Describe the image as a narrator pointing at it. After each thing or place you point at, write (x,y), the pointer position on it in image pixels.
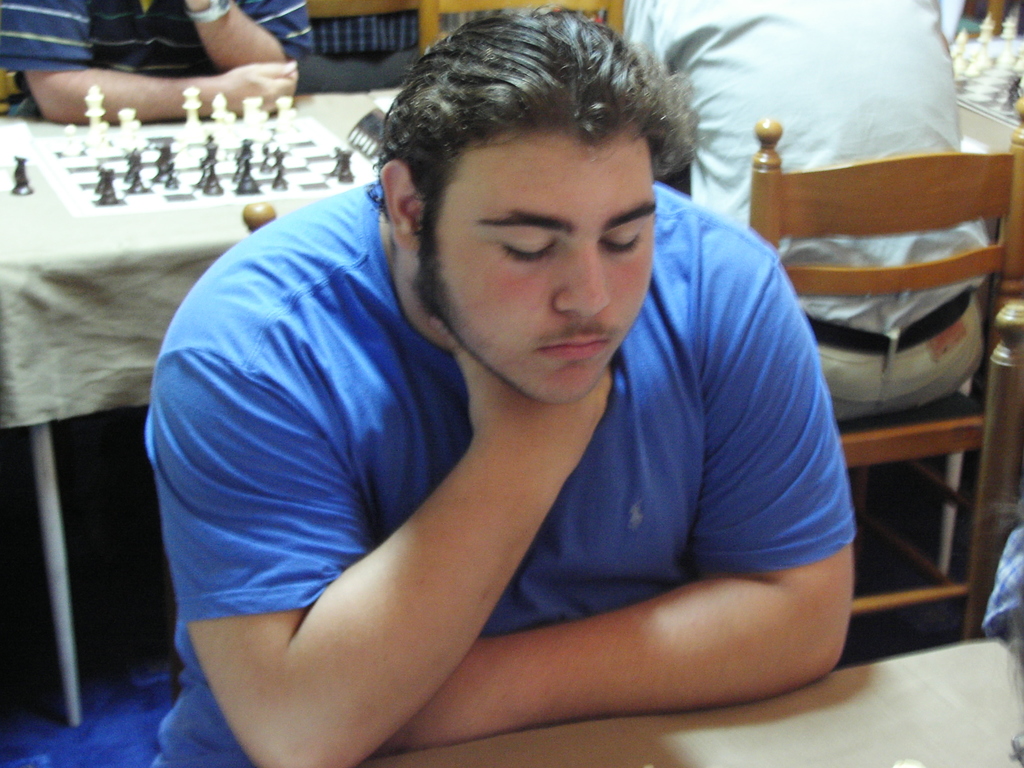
In this image there are people (412,134) sitting on a chairs (829,269). In the middle of the image (356,273) a man (271,738) is sitting on a chair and placing his hands (600,653) on a table (605,756). In the right side of the image (728,30) a man (713,39) is sitting on a chair (893,222). At the background (35,7) a man (72,26) is playing chess on a chessboard (318,155) with chess coin (217,176) on it.
